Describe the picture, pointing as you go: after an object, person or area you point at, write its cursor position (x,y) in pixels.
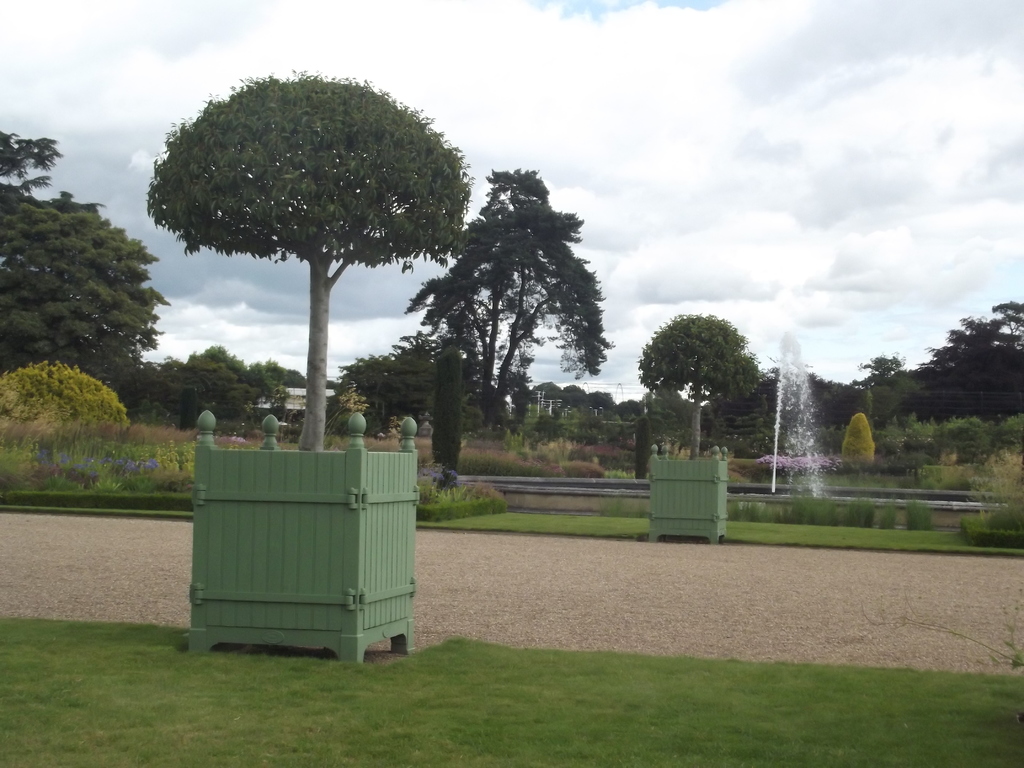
In this picture we can see grass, plants (443,491), trees (12,349), water (944,496), flowers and green objects (360,480). In the background of the image (748,150) we can see the sky (873,267) with clouds (894,267).
